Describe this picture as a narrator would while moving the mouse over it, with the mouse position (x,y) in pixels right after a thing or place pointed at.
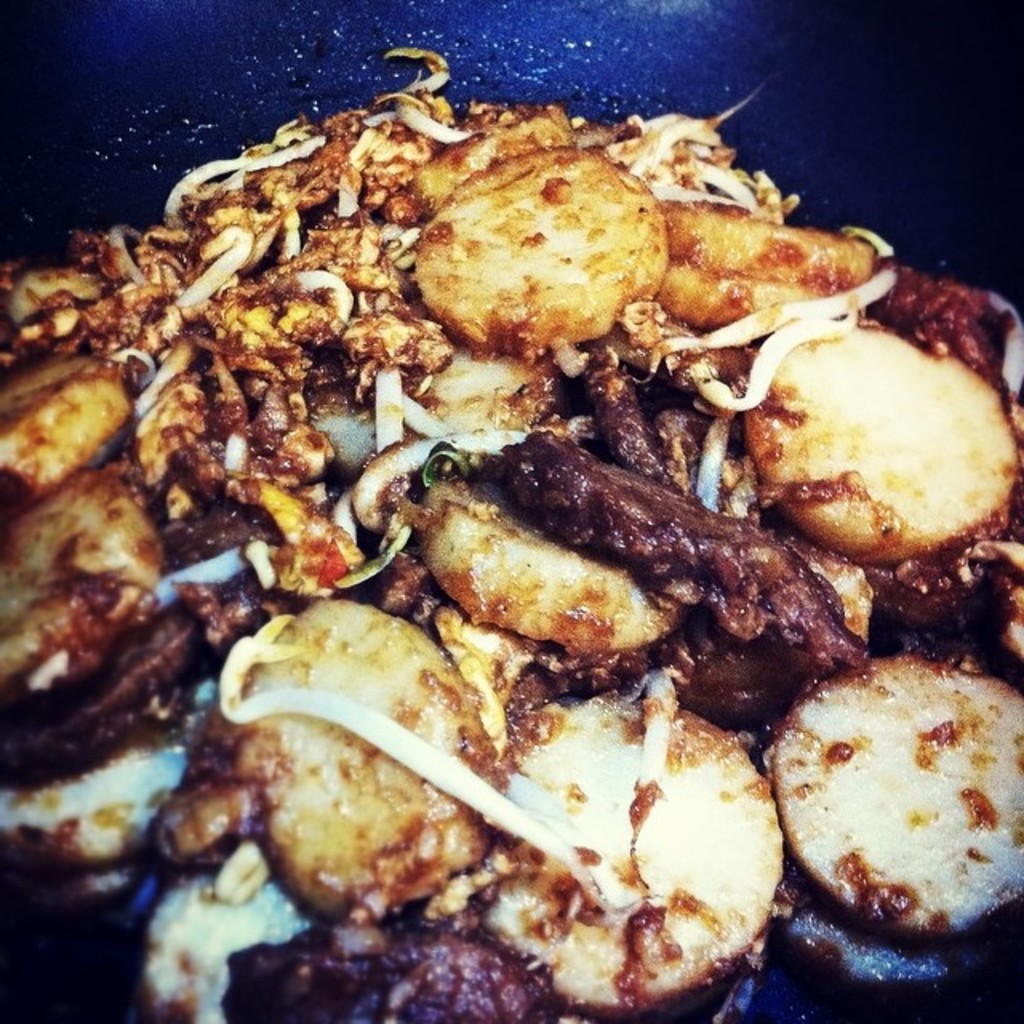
In this image there is a food (516,553).
